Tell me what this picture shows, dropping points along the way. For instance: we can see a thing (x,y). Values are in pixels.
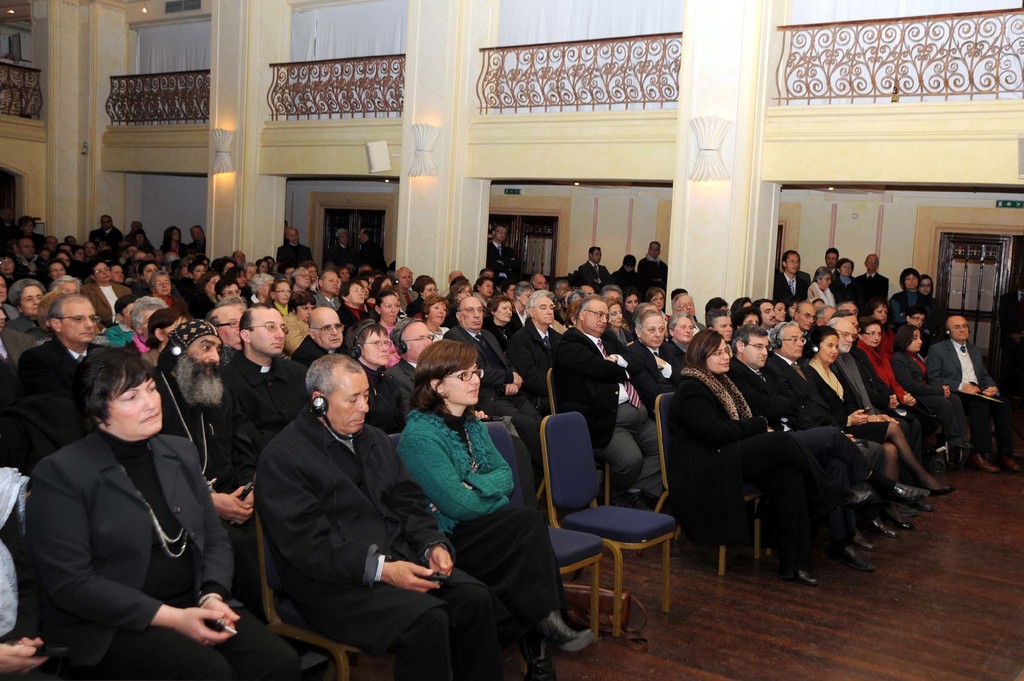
Here we can see that a group of people (287,481) sitting on the chair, and here is the pillar (429,72), and here some people (600,271) are standing, and here is the door (349,220). and here is the building (282,146), and here are the lights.
